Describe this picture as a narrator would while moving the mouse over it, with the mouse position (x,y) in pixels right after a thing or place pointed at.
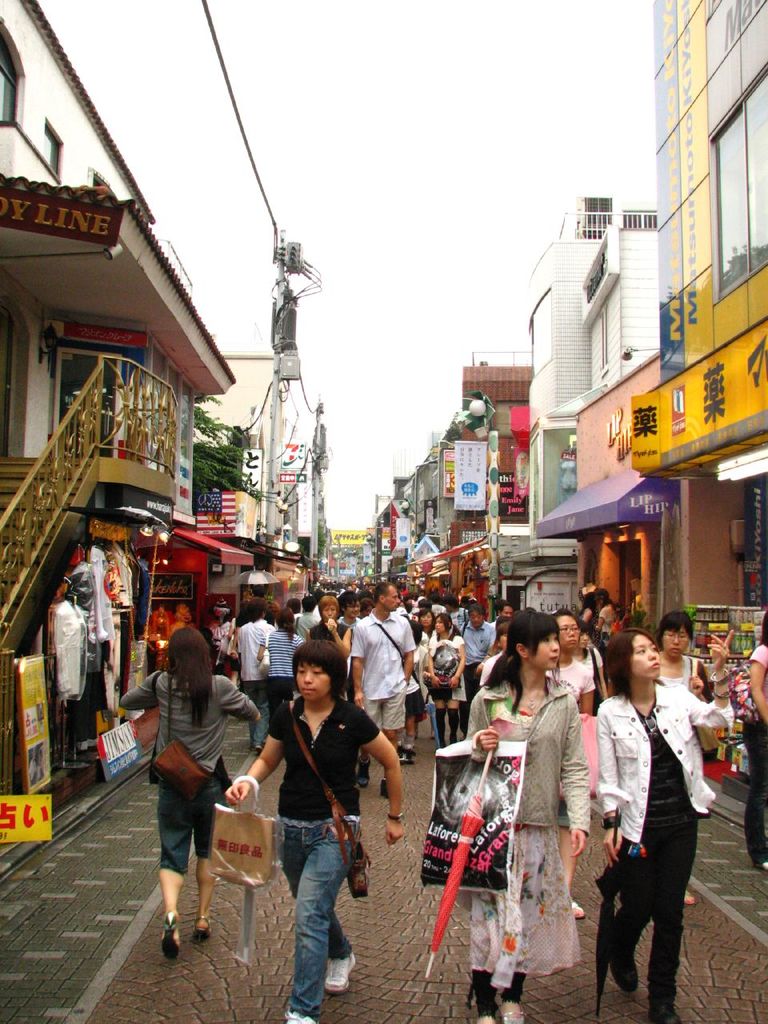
This picture shows few buildings (180,389) and we see group of people (499,648) walking and we see a woman (478,746) holding a carry bag (485,812) and an umbrella (466,831) in her hand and we see another woman (349,852) she wore a bag (330,796) and she is holding a carry bag (239,880) and an umbrella (244,927) in her hand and we see a cloudy Sky (331,47) and we see stairs (131,480) on the side.
